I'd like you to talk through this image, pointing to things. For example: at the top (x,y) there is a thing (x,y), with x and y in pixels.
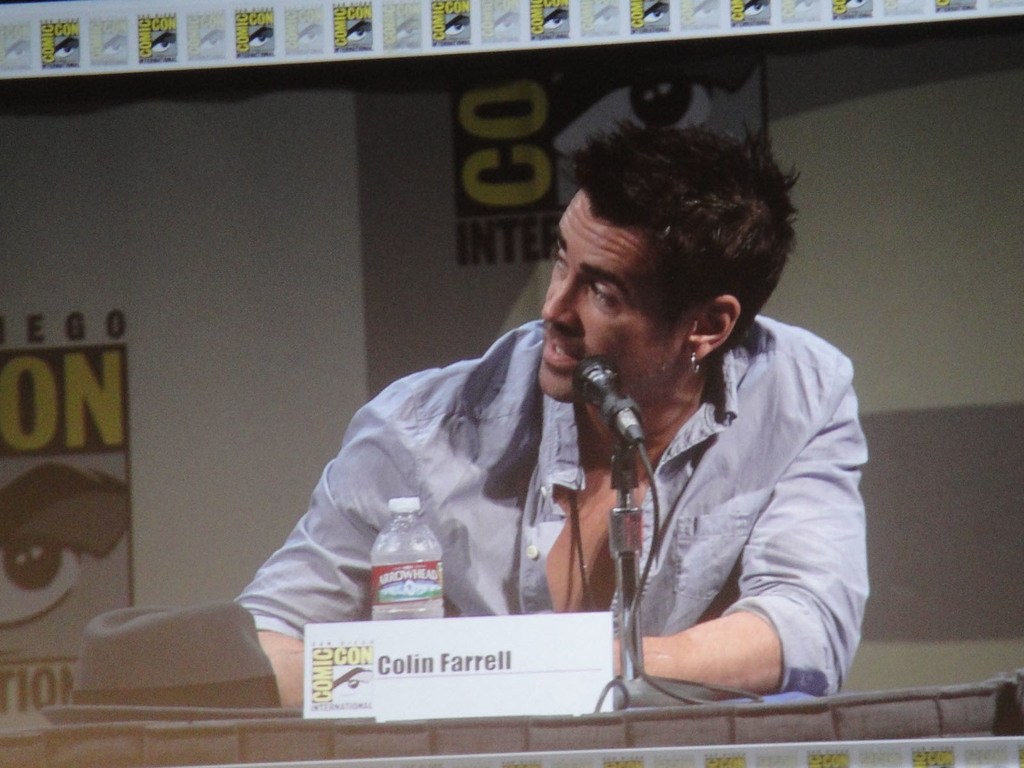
In this image, we can see a person (566,354) and there is a bottle (413,551), hat (214,683), board (570,666) and a mic (634,698) are on the podium (590,718) and in the background (225,152), there is a board (619,93).
